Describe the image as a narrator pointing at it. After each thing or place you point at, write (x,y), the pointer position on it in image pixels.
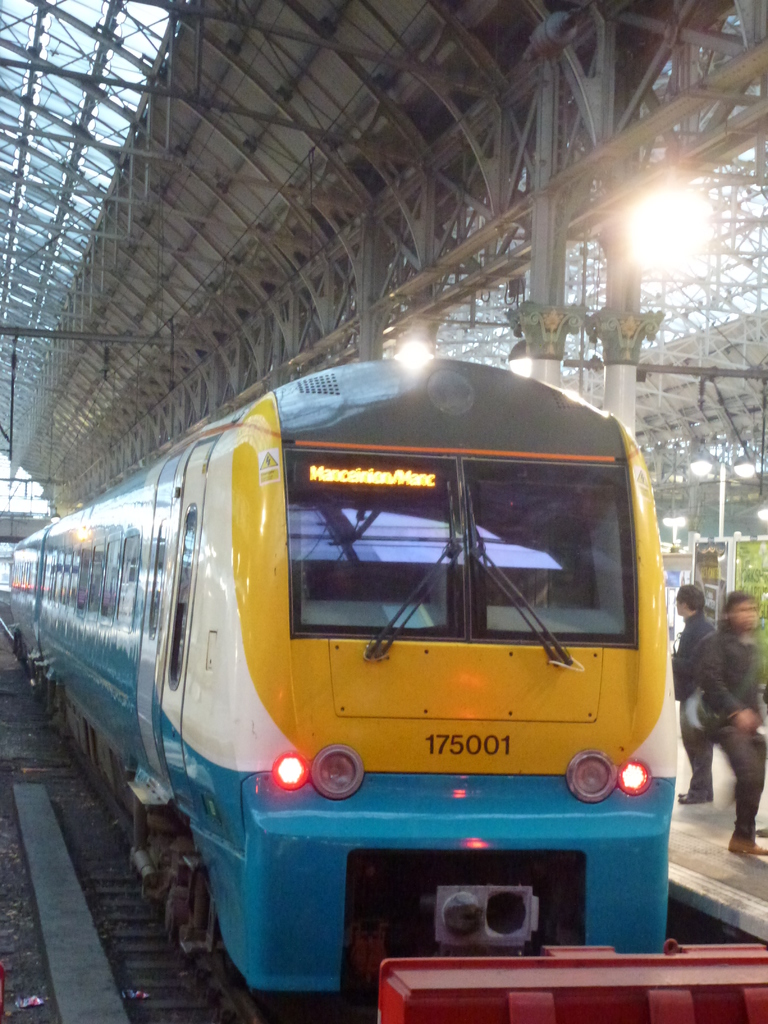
As we can see in the image there is a train (318,914), railway track (241,1021), light (666,247) and two people (738,660) on the right side (730,622).
